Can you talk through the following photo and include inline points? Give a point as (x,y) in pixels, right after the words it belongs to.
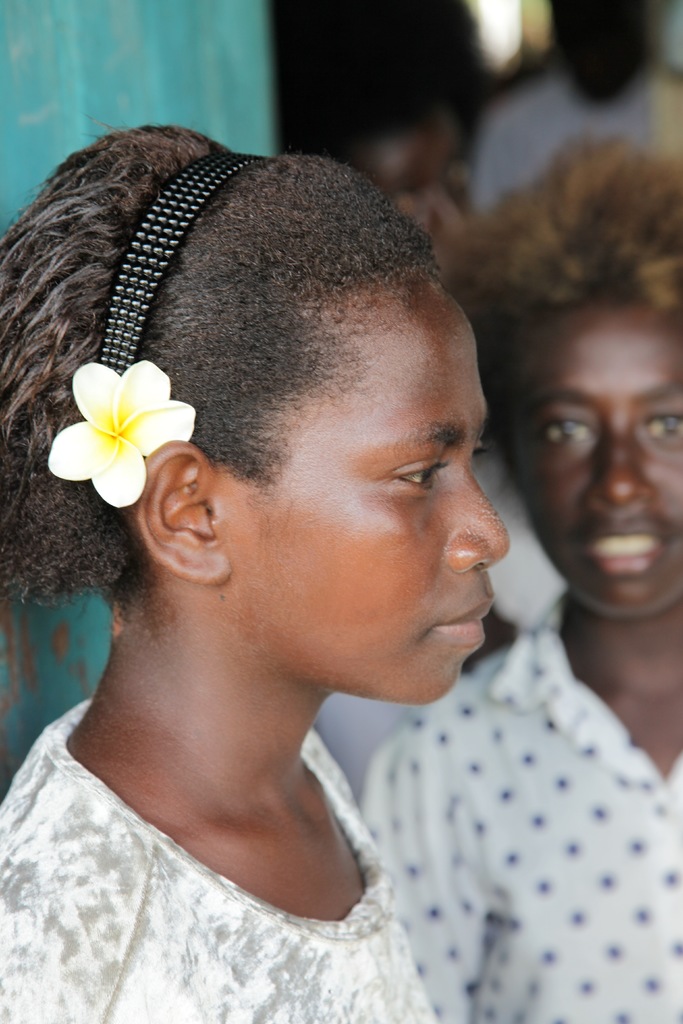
In this image there are persons (480,295), there is a person (361,457) truncated towards the left of the image (220,504), there are persons (595,310) truncated towards the right of the image (597,82), there is a person (562,84) truncated towards the top of the image (594,41), there is an object (94,71) truncated towards the left of the image (94,58).
